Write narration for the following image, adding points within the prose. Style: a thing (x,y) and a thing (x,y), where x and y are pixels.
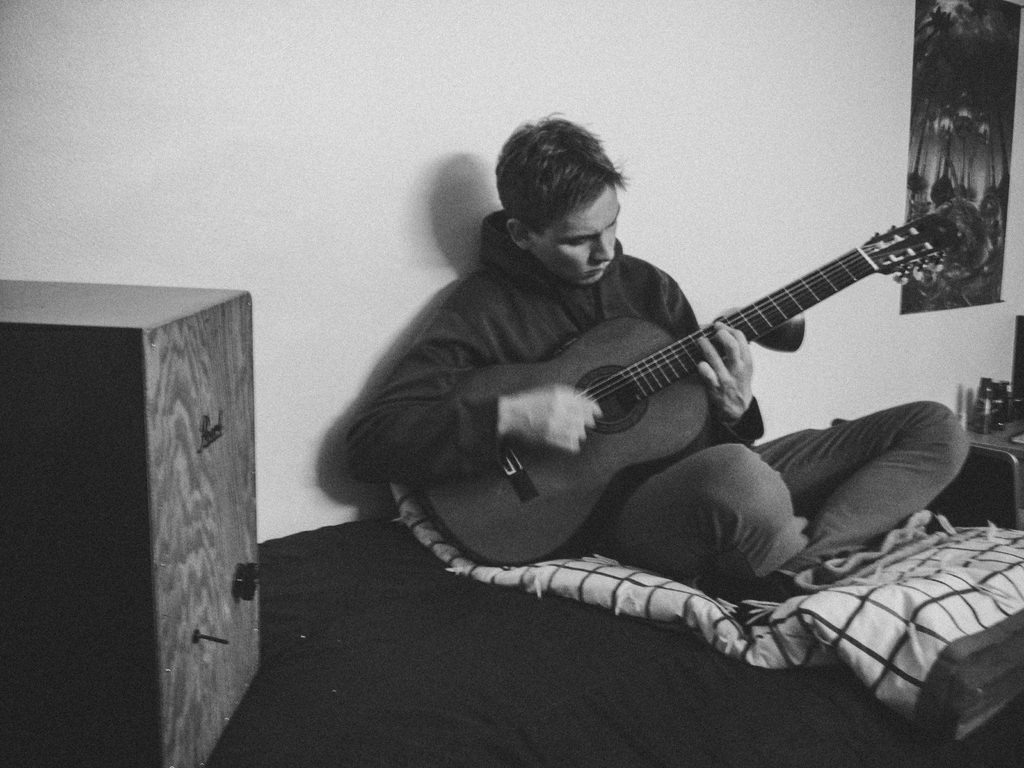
The image is inside the room (634,368). In the image we can see a man (564,427) playing his guitar (568,371). On left of the man (366,465) there is a box (165,365), the man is sitting on his bed (620,633). On bed (693,627) we can see blankets (781,623), on right side of the man (737,358) there is a painting (951,158), table (1010,466). On table (997,437) we can see a bottle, jar (989,411) in background (583,106) there is a white color wall (396,103).
